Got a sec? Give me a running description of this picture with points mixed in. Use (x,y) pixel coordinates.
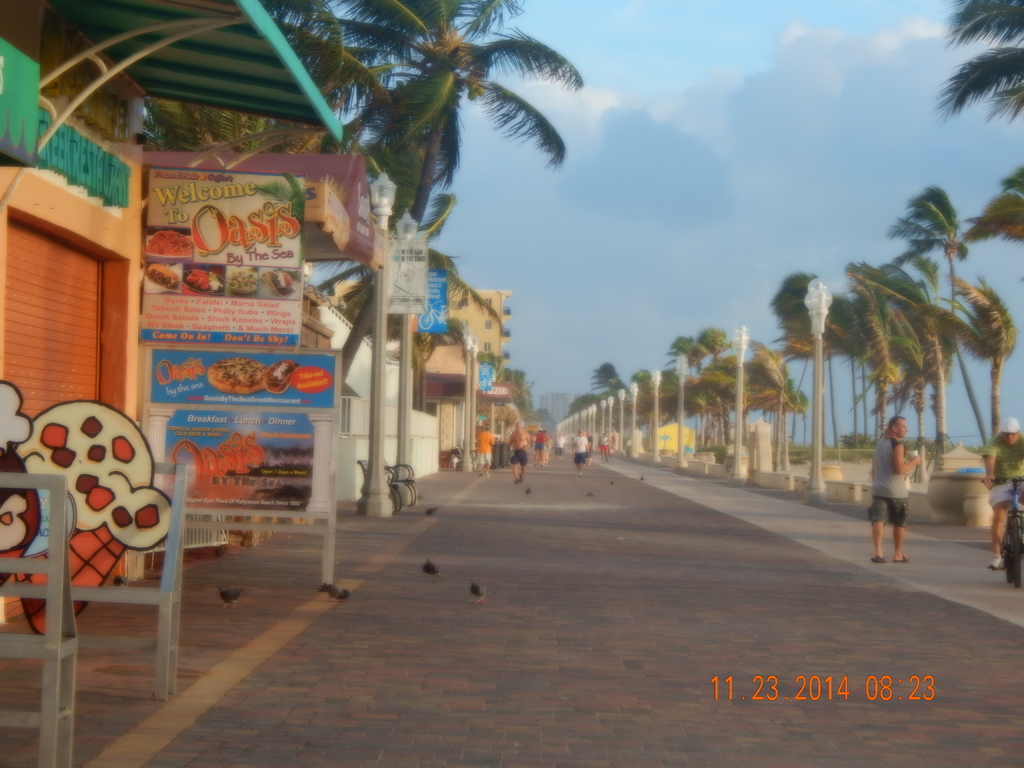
In this picture we can see some people (517,434) walking, there are some birds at the bottom (434,571), on the left side (273,440) we can see buildings (475,318), hoardings (257,330), poles (373,402) and trees (421,360), on the right side (997,337) there are some poles (822,383) and trees (762,394), we can see the sky (717,114) at the top of the picture (740,68), we can see date (842,678) and time (874,680) here.
